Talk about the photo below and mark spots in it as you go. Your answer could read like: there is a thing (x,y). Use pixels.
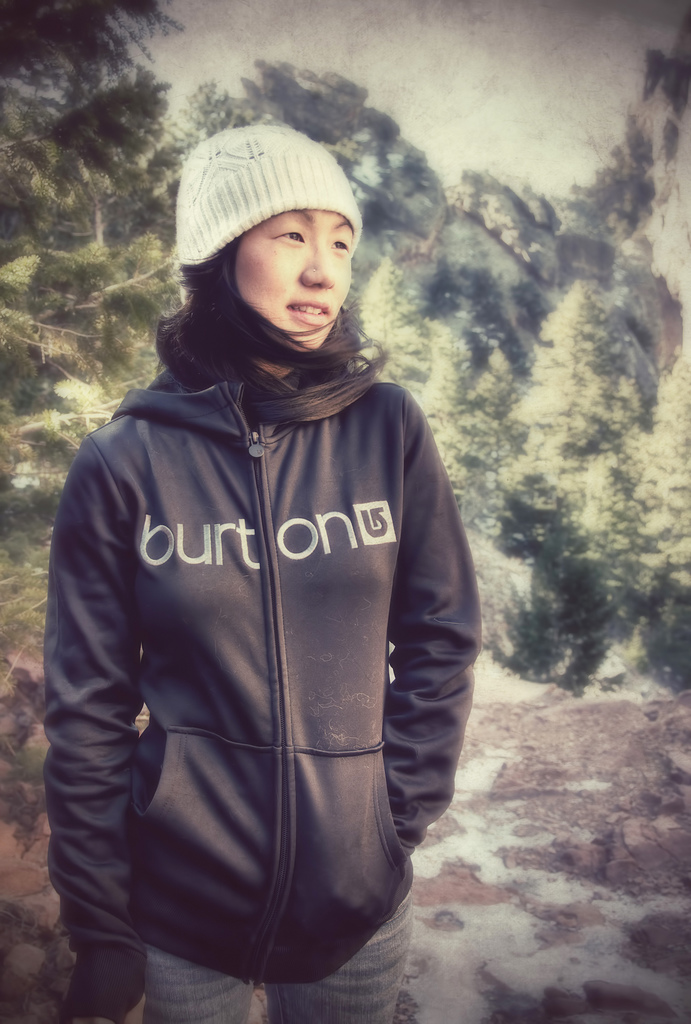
In the center of the image (280,614) we can see one woman (225,614) standing and she is smiling, which we can see on her face (300,322). And we can see she is wearing a hat (214,245) and a jacket (248,609). And we can see some text (353,532) on the jacket (331,573). In the background (616,507) we can see trees (103,327), stones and a few other objects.
